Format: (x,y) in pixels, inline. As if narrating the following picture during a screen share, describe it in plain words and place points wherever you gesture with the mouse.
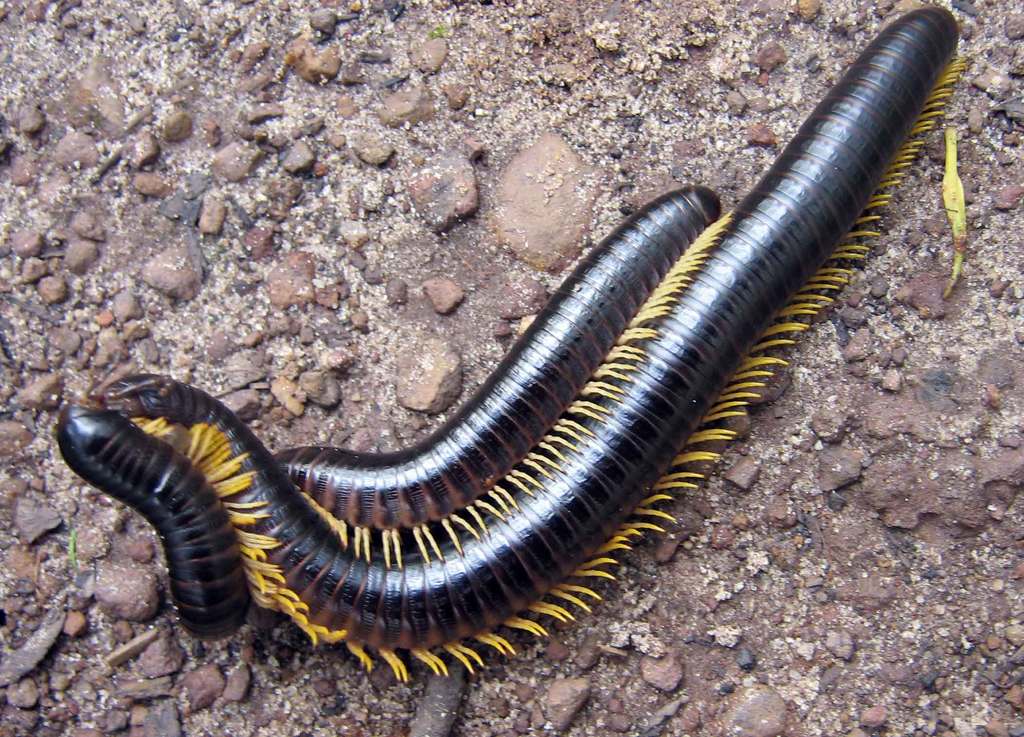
In this picture there are two millipedes (579,339) in the center of the image (562,379).
